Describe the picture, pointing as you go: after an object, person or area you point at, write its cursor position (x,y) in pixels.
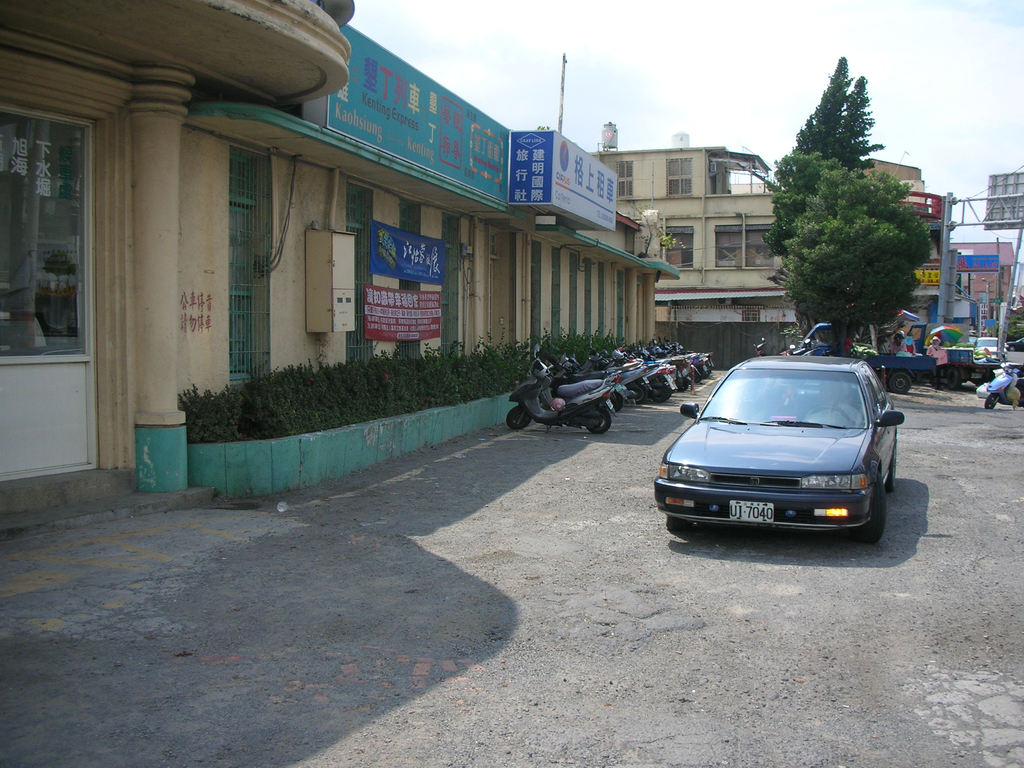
In this picture we can see vehicles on the ground (813,638) and in the background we can see buildings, trees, banners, sky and some objects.
